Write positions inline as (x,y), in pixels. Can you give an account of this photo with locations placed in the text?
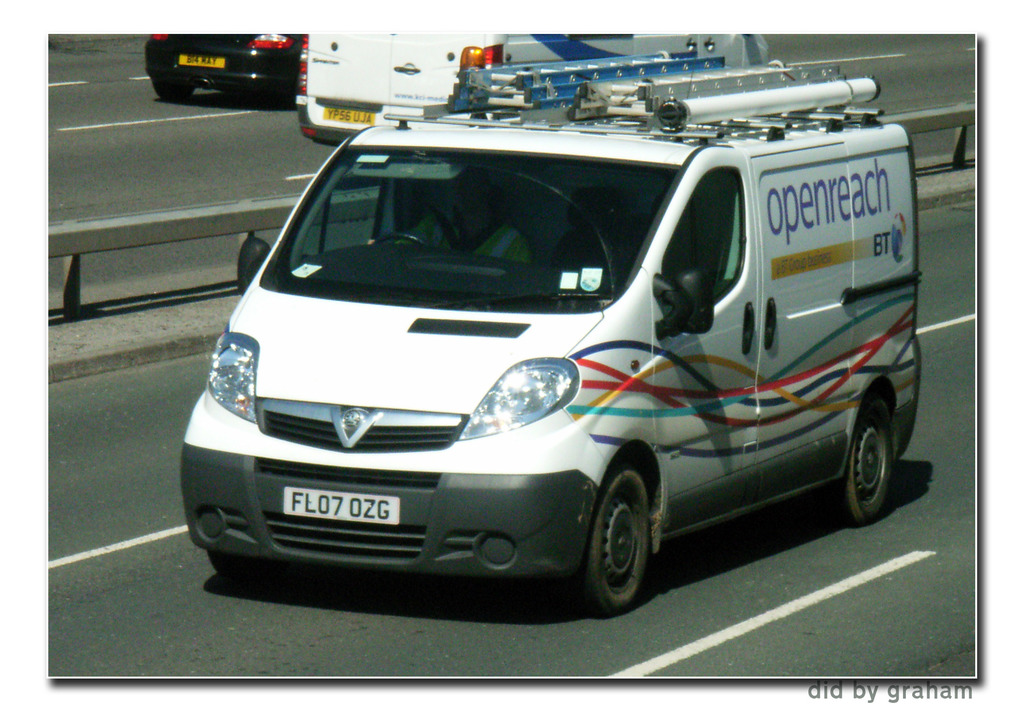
This image consists of a van (670,400) in white color is moving on the road (269,630). At the bottom (334,654), there is a road (160,603). In the background (168,85), there are two vehicles (187,93) moving on the road (94,78).
